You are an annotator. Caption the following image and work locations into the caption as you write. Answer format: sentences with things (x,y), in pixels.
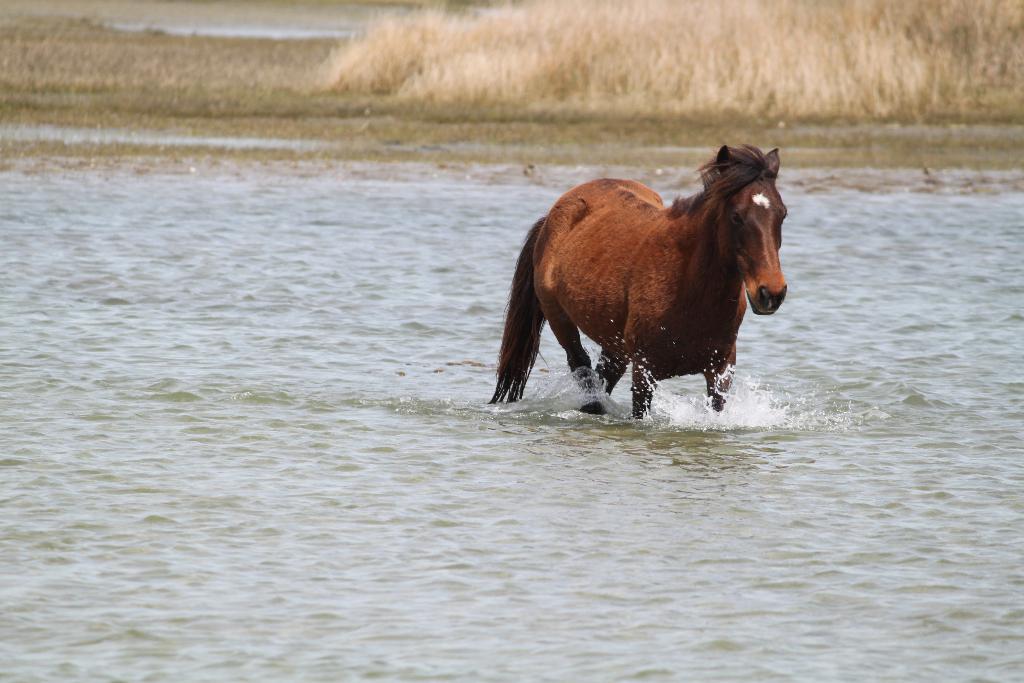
In this image there is a horse (587,365) running in the water (665,534). In the background of the image (522,105) there is grass (293,63) on the surface (344,48).
